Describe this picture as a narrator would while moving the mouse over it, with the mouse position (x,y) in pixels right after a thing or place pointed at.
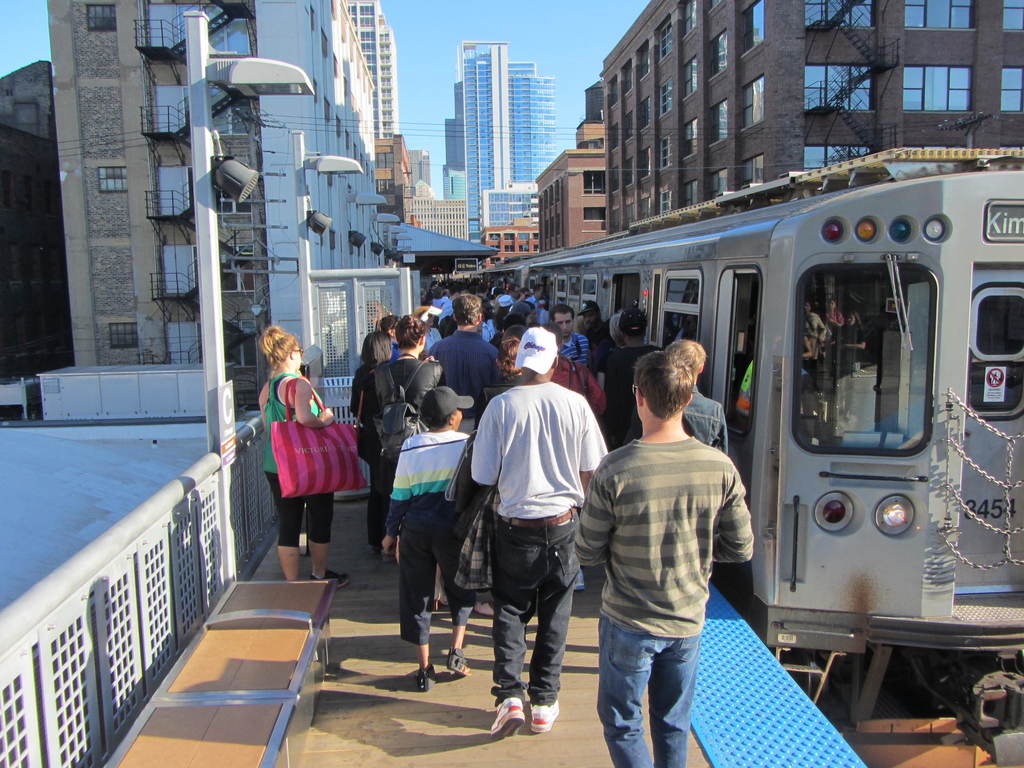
In this image we can see a train (851,360) on the track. Here we can see a group of people (619,544) on the platform (585,704). Here we can see a wooden bench (249,724) on the platform (570,693) and it is on the bottom left side (231,726). Here we can see the light poles (363,170). Here we can see the electric wires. Here we can see an electric pole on the top right side (961,131). In the background (702,113), we can see the buildings (737,57) and here we can see the glass windows (720,48).
